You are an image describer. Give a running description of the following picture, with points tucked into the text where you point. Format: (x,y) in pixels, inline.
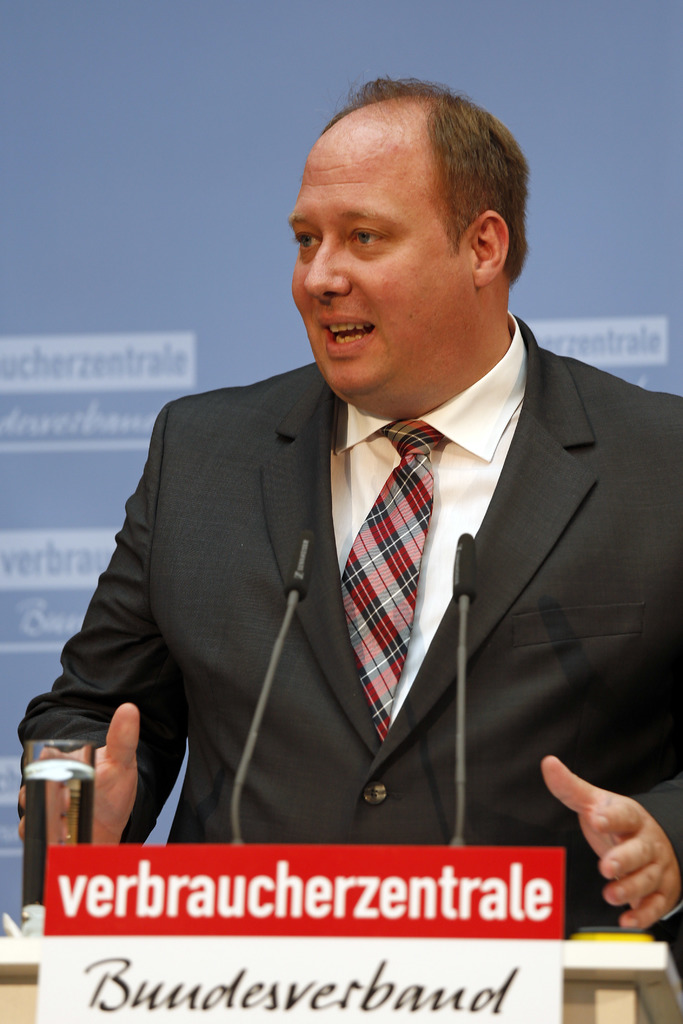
In this image there is a person (424,616) standing and looking to the left side of the image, in front of him there is a table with some objects (28,749) and mics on it, there is a board (314,930) with some text (289,964), behind the person (127,549) there is a banner (190,336) with some text (149,363) on it.
